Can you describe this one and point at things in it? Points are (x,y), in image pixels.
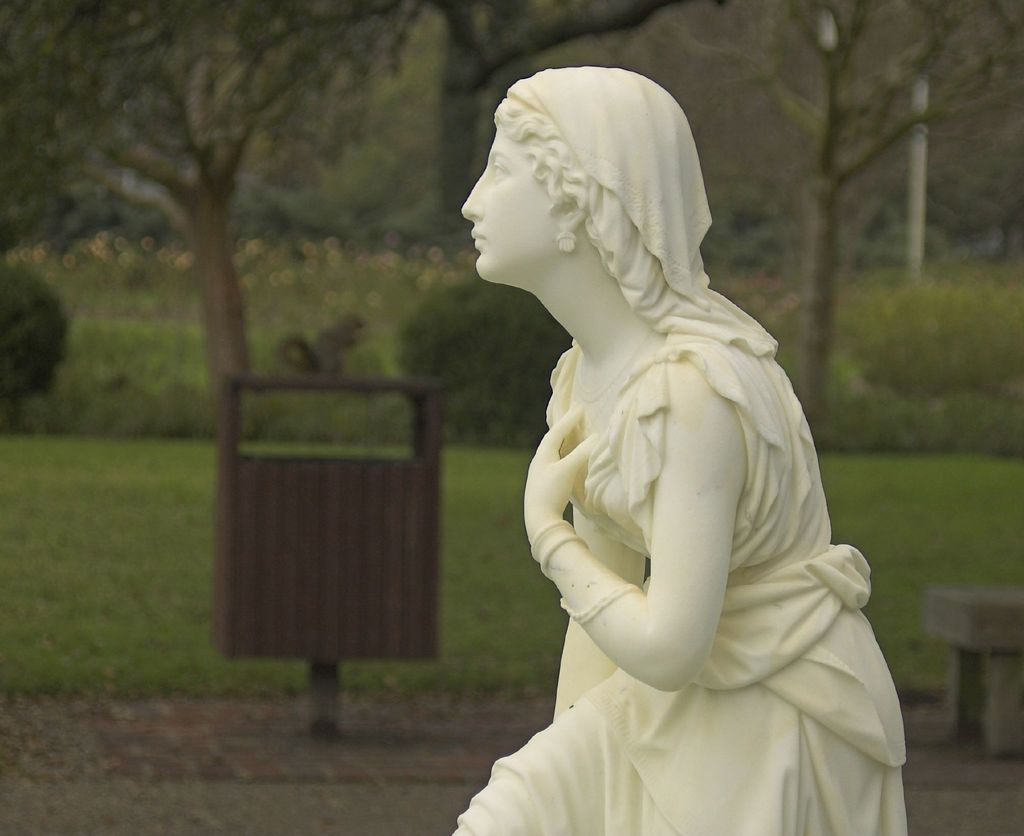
In the image we can see there is a woman statue (615,505) and there is a dustbin (258,520). There is a ground (201,518) covered with grass (144,481) and there are lot of trees (839,136). Background of the image (381,119) is little blurred.
